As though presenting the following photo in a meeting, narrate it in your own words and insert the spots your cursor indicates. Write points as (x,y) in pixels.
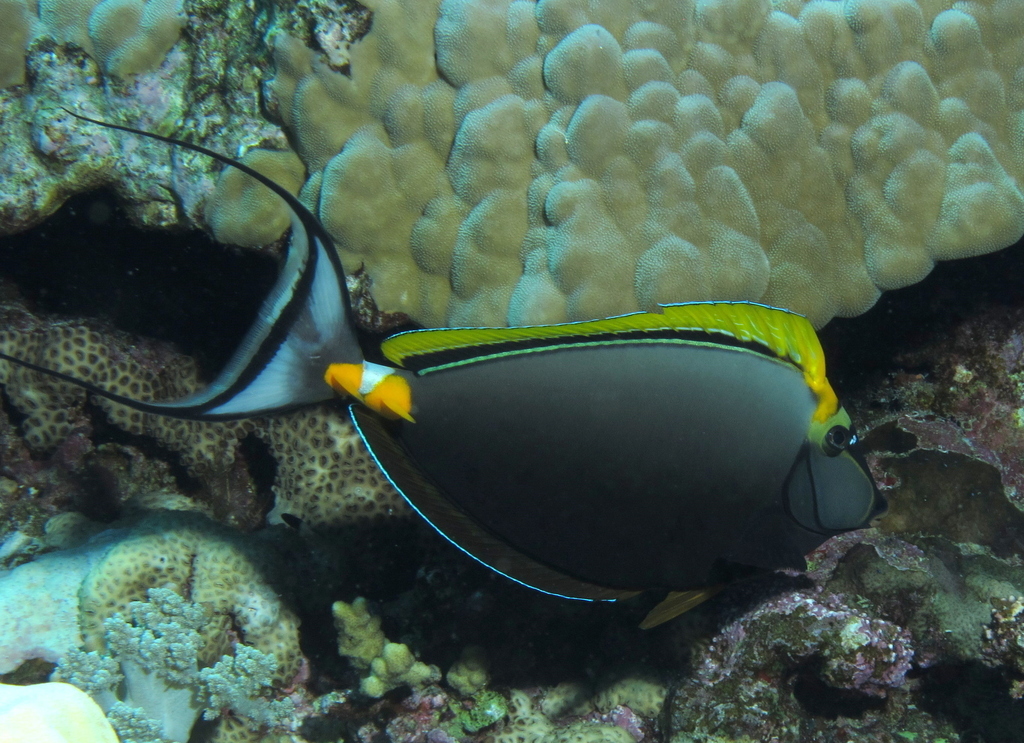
In this image we can see fish (551,430) and coral reefs (825,216) underwater.
